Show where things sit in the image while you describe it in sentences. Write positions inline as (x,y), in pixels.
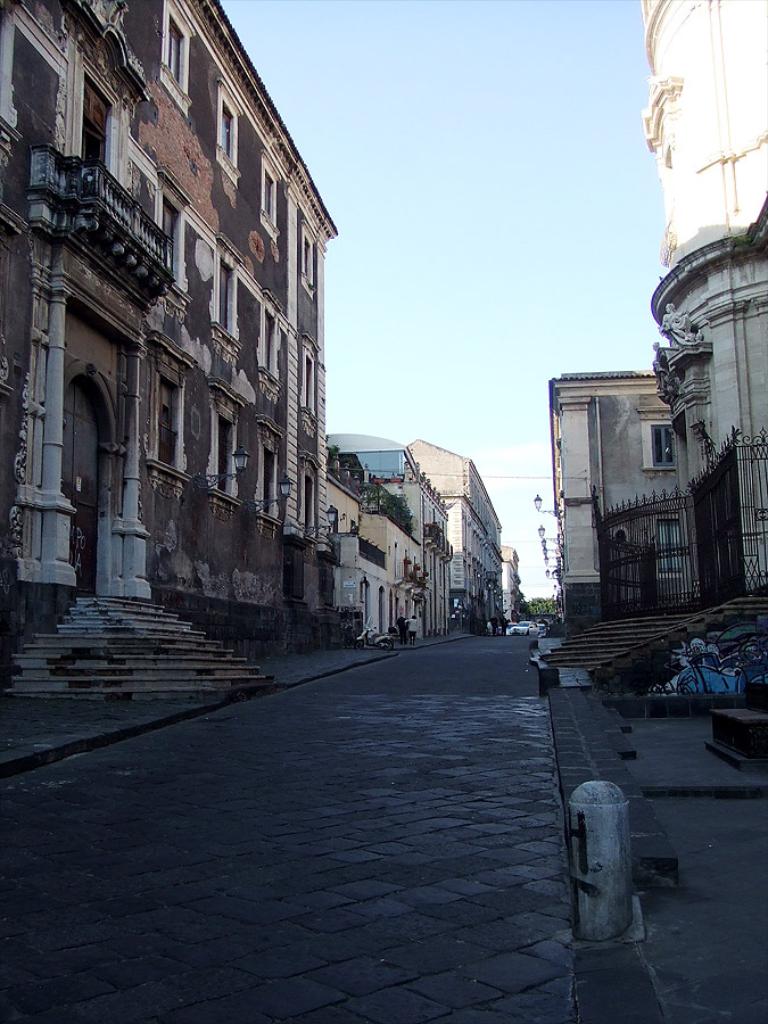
In this image there are buildings (753,420). At the bottom (388,860) there is a road (407,775) and we can see cars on the road (501,653). In the background (482,244) there is sky (541,136).
